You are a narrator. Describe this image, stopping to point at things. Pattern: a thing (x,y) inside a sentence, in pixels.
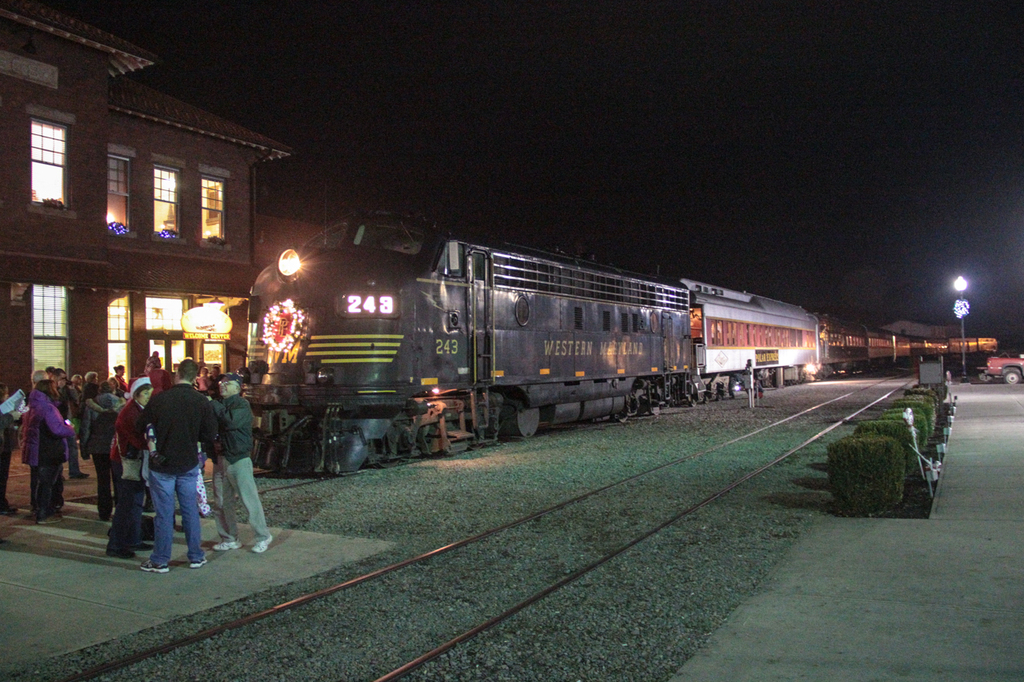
In this picture, we see a black train (421,307) is moving on the tracks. Beside that, we see people (168,435) standing on the platform (214,514). Behind them, we see a building (182,199) and windows (126,164). On the right corner of the picture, we see a street light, a red car (1008,366) and shrubs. At the top of the picture (537,88), it is black in color. This picture is clicked in the railway station (623,476). This picture is taken in the dark.
